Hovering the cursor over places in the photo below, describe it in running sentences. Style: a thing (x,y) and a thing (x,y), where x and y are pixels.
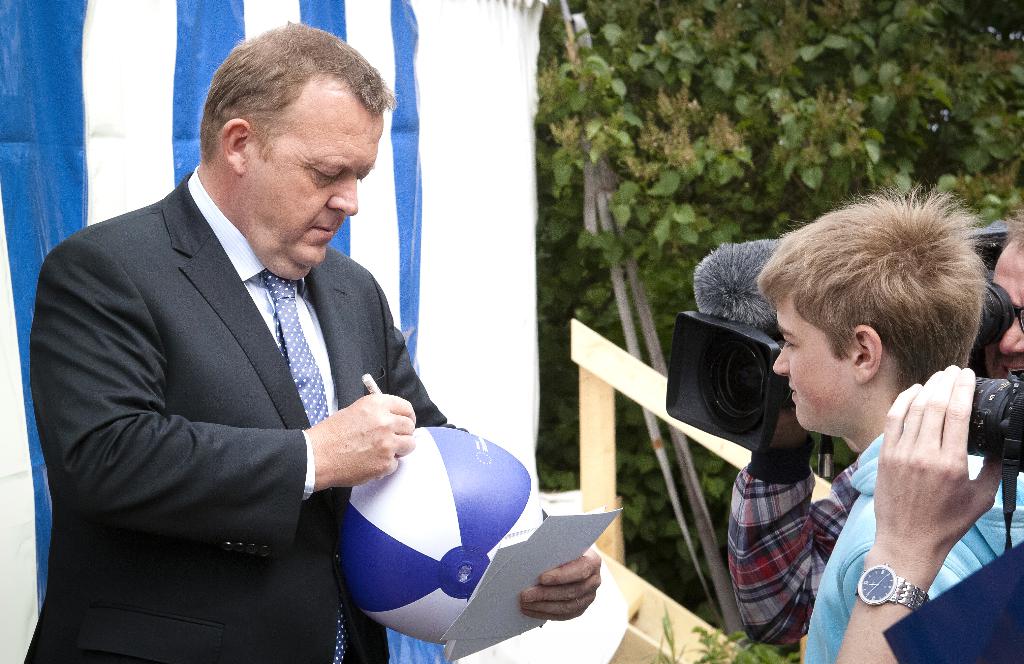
In this image we can see a person (355,415) holding a ball (448,538), papers (531,579) and a pen (368,388). Behind the person (270,55) we can see an object (129,105) in white and blue color. On the right side (933,403), we can see few persons (954,464) and they are holding objects (744,399). Behind the persons (805,288) we can see a plant (752,101) and wooden object (618,660).
